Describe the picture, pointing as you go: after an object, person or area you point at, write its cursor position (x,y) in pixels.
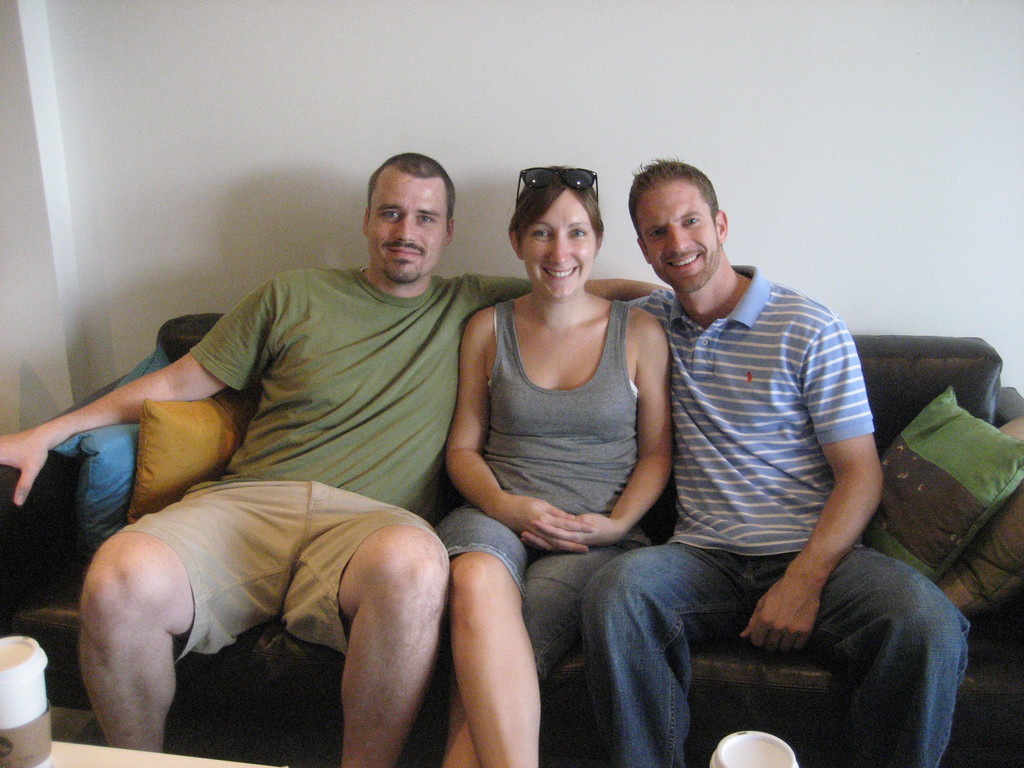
In the picture there are three persons (543,459) sitting on the sofa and laughing, behind them there is a wall (90,295), there are cushions (162,411) present.
